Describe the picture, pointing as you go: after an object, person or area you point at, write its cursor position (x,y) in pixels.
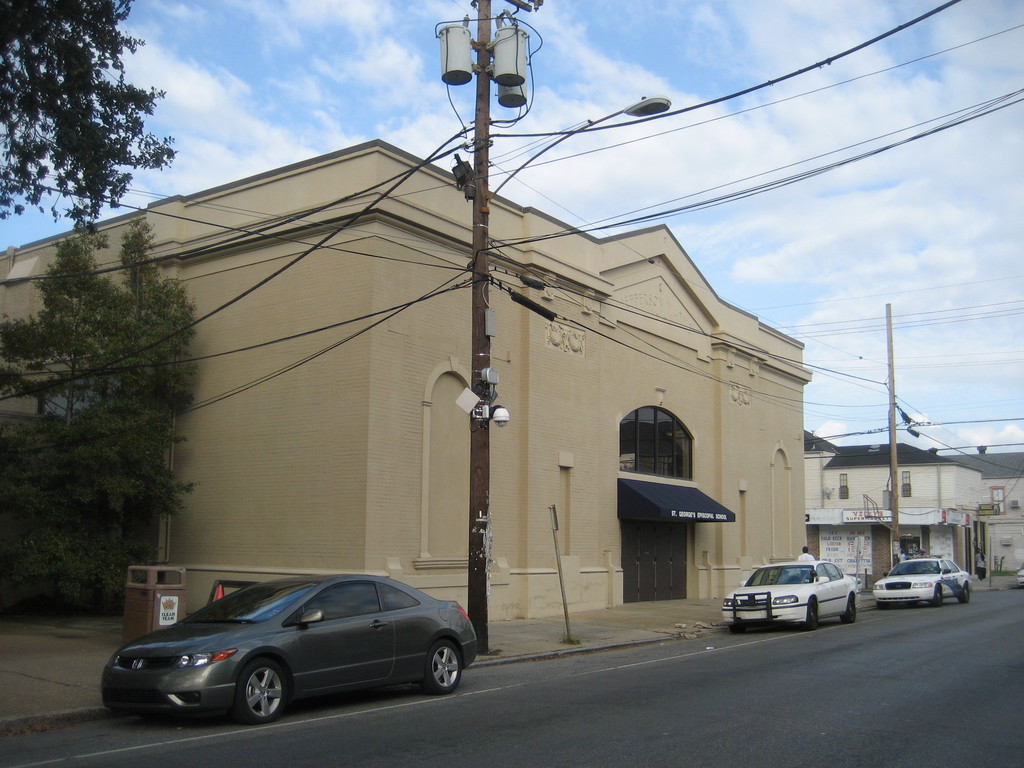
In this image there is the sky (582,149) towards the top of the image (589,94), there are clouds (931,192) in the sky (209,16), there are buildings (593,424), there is the door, there are windows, there are trees (89,467) towards the left of the image (73,99), there are poles (475,364), there is a streetlight (667,105), there are wires (750,195), there is a road (848,705) towards the right of the image (778,716), there is a car (459,641) on the road (612,674), there is a man (808,556) walking.
